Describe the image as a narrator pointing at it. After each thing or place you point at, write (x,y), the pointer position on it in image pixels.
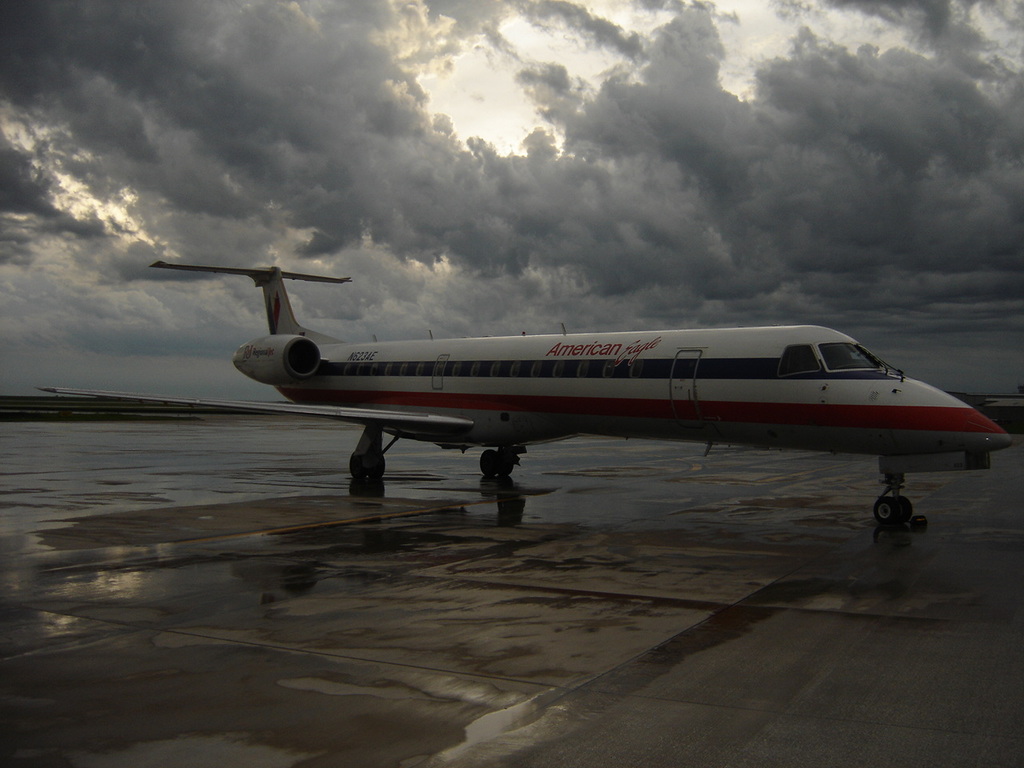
In the center of the image (650,387) we can see an aeroplane (481,442). At the bottom (362,672) there is a runway (530,654). In the background (632,242) there is sky (463,159).
